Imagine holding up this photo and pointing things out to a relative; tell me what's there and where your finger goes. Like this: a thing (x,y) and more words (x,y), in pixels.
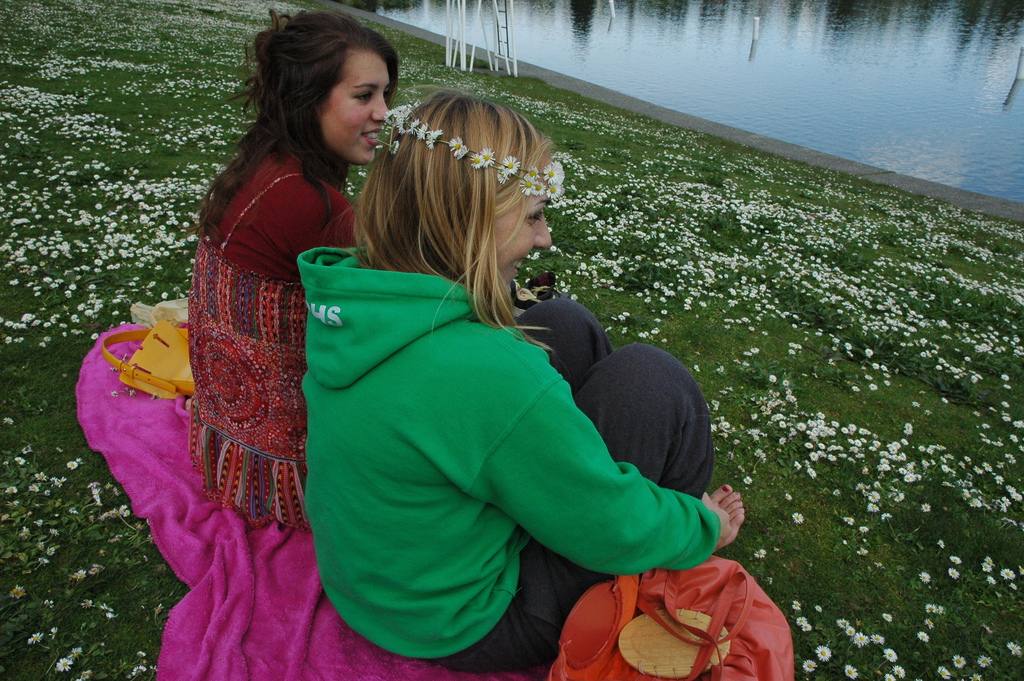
In the foreground of the picture (369,275) there are two women (371,401), cloth (142,398), handbags (626,623), grass (27,543) and flowers (865,293). At the top (555,33) there is a water body (695,47).
